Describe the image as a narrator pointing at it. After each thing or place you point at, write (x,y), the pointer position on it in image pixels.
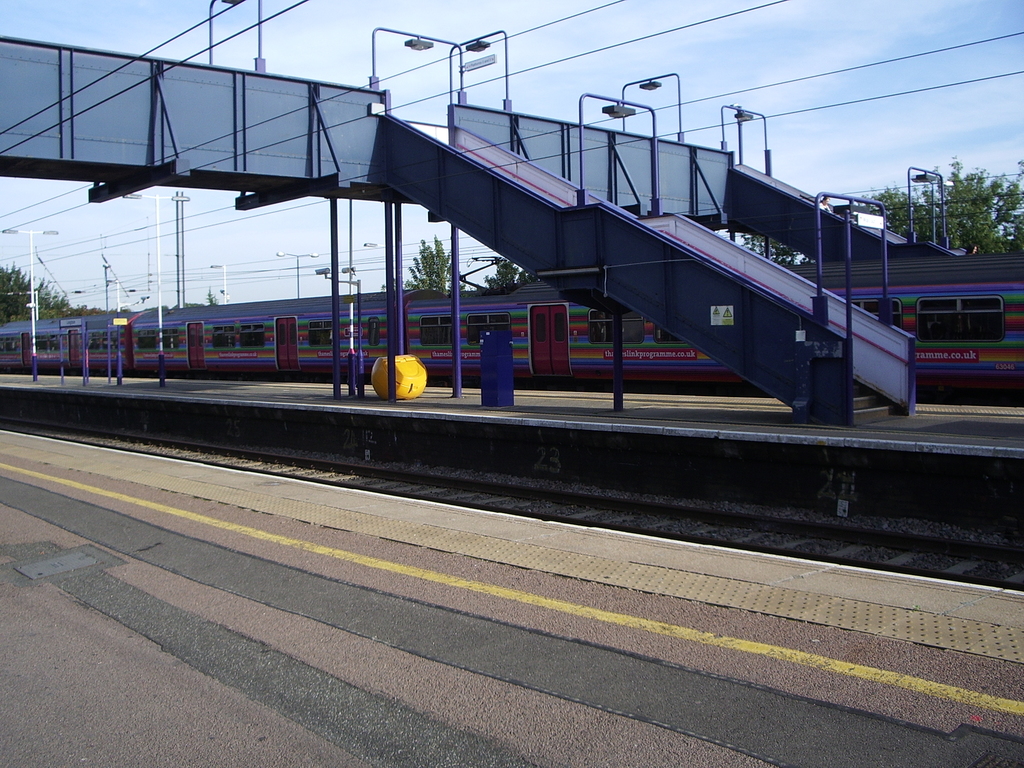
In this center there is a train (16,334) and at the top (317,182) there is a bridge (532,141), staircase (710,261) and some poles (335,210) and lights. And at the bottom (121,597) there is a walkway (259,479), railway track (844,554) and in the background (394,281) there are some trees (967,192) and poles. At the top of the image (318,39) there is sky (270,39) and some wires (128,62).
